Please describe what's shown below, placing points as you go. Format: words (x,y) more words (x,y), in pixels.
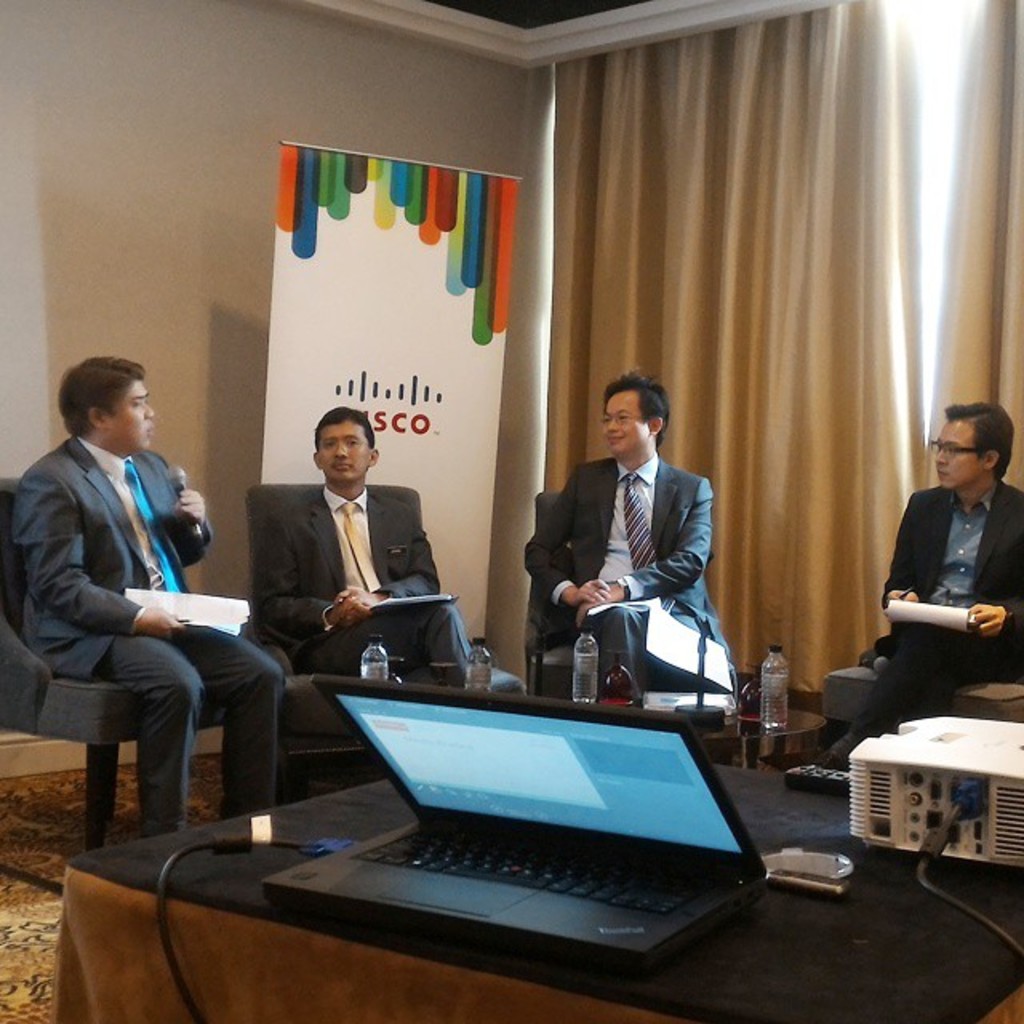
In this we can see a group of persons (914,573) are sitting on the chair (266,568), and holding some papers (211,598) in the hand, and here is the micro phone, and in front (478,788) here is the table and laptop (477,802) and some objects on it, and at back (778,187) here is the curtain (727,302) and here is the wall (238,104).
